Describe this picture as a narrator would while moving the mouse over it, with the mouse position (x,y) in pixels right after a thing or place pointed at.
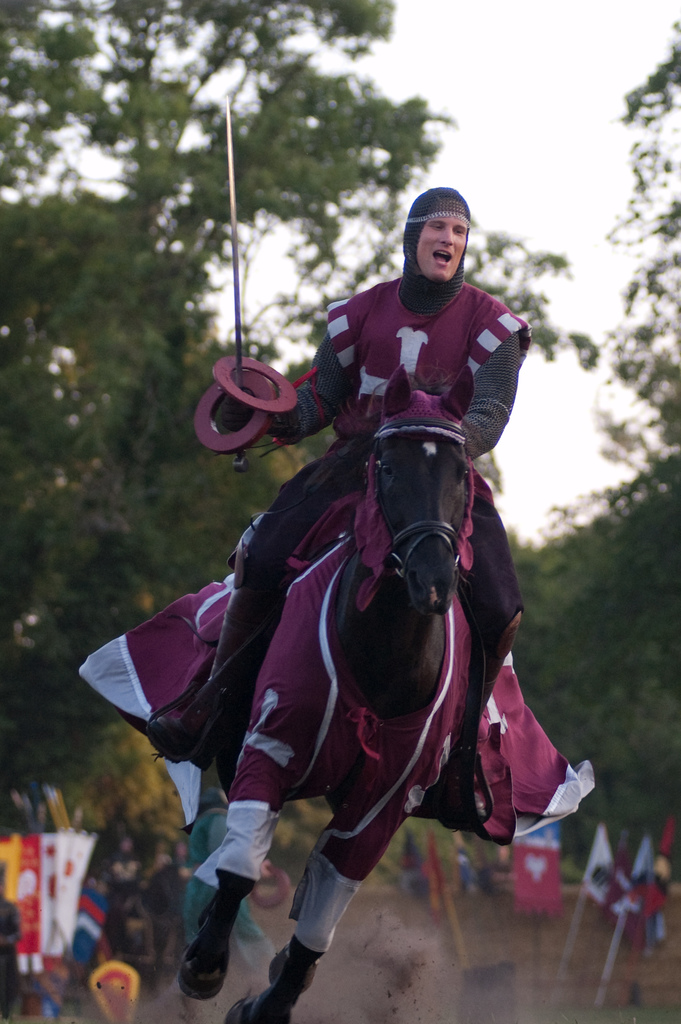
In this image we can see one man (386,375) riding a horse (308,553) in a ground (656,989) and holds a big knife (214,434). There are some flags (59,940) with poles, some objects (115,969) are on the surface (642,1023), some people (7,1006) are standing, some trees (96,405), bushes (104,784), plants (100,792) and grass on the surface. At the top (525,185) there is the sky (481,110).
